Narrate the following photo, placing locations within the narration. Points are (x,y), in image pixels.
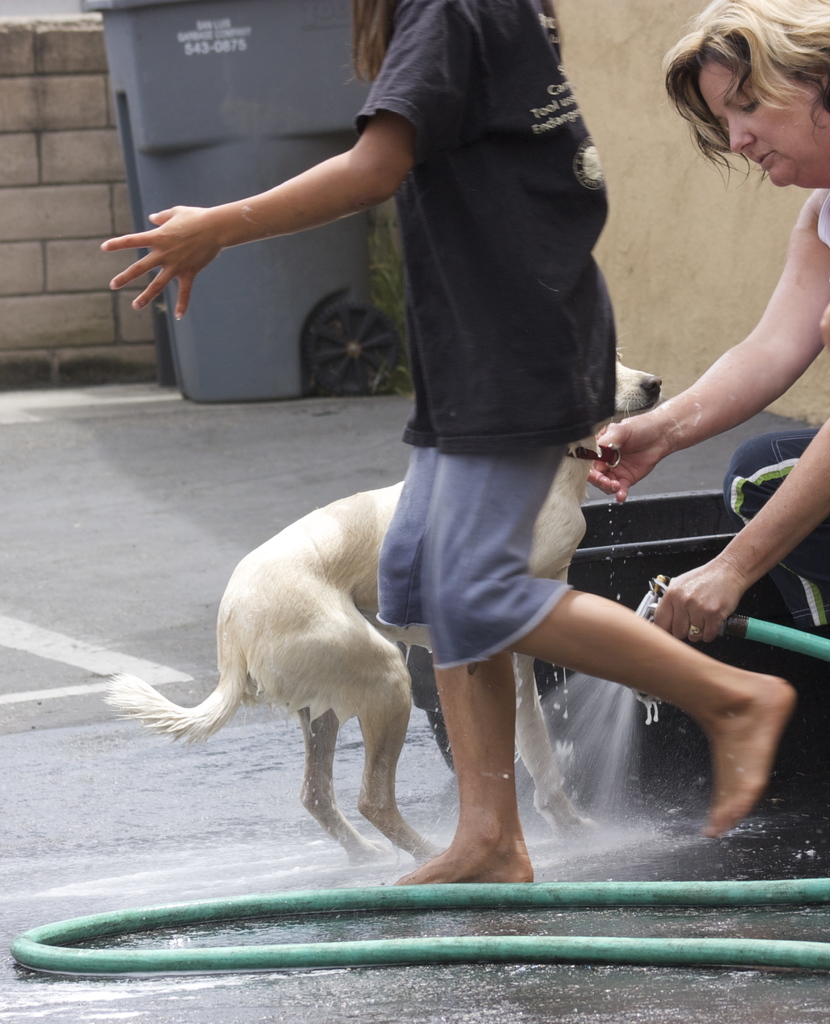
On the background (93,206) we can see a wall (118,176) and a trash can (315,51). Here we can see a person (777,148) holding a water pipe (647,611) in her hands (659,612) and this is a dog (571,467). She is holding a dog's belt (584,458) with her hand (627,446). Here we can see a person (470,618) walking on the road (110,489).
